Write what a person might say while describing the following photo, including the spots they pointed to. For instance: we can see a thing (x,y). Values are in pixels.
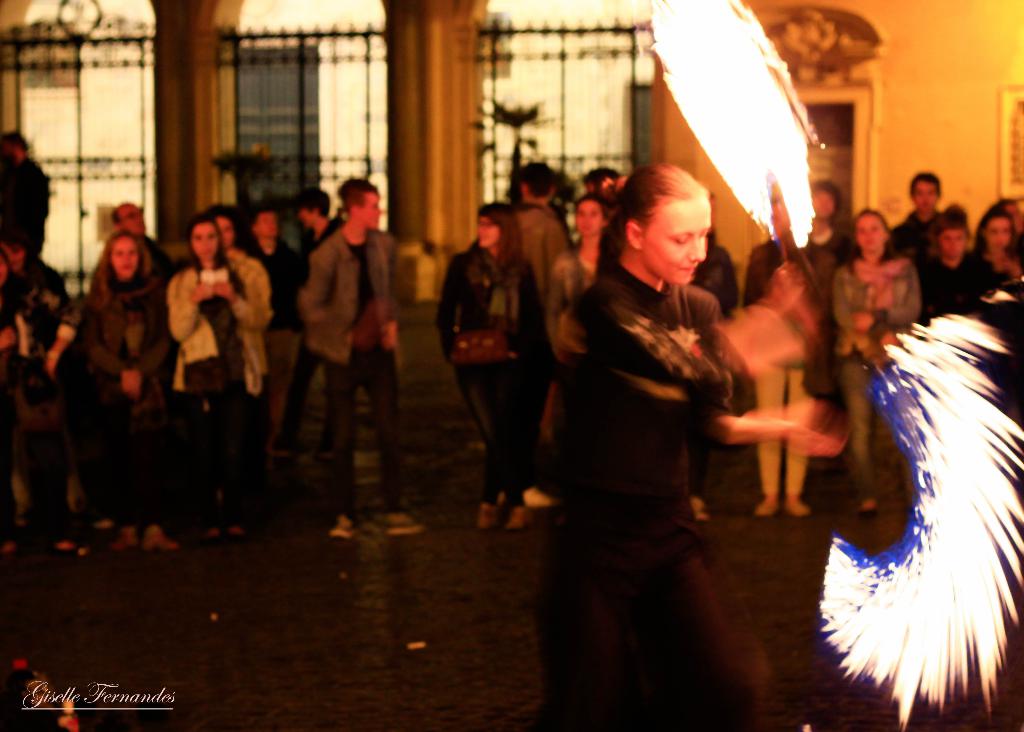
In this image we can see there are people (333,348), pillars (409,22) and grille (371,163). There are lights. In the bottom left corner (88,698) there is a watermark (92,688).
